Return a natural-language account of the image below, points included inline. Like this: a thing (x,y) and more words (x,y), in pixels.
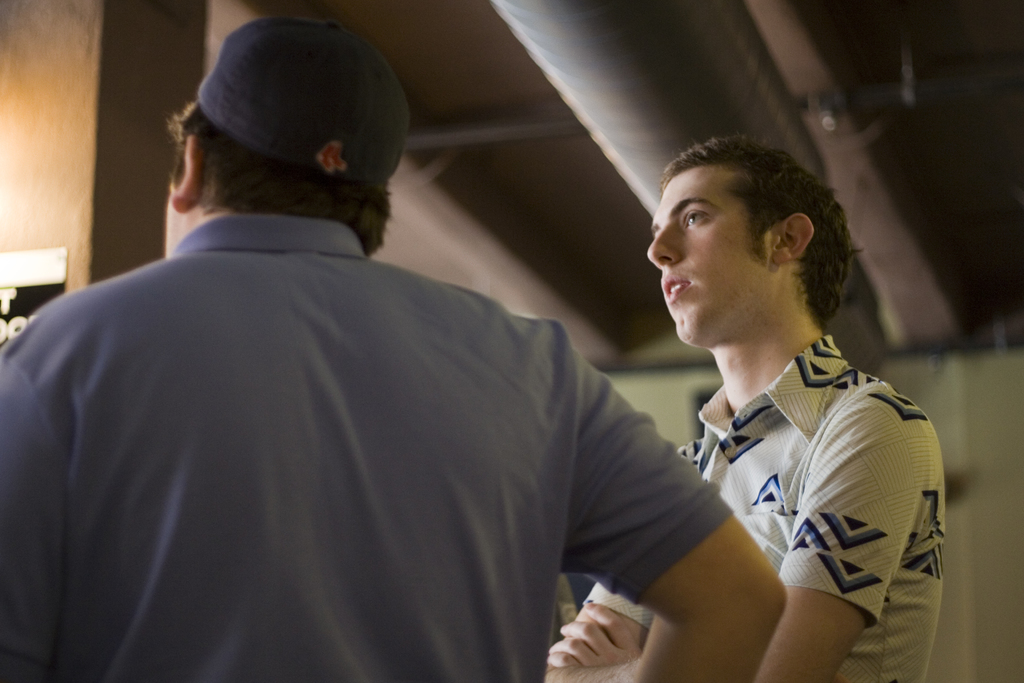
This image consists of two men (530,485). On the left (191,315), we can see a man (312,239) wearing a cap (312,159). At the top (538,88), there is a roof (705,109). In the background (975,540), it looks like a wall (975,540).
